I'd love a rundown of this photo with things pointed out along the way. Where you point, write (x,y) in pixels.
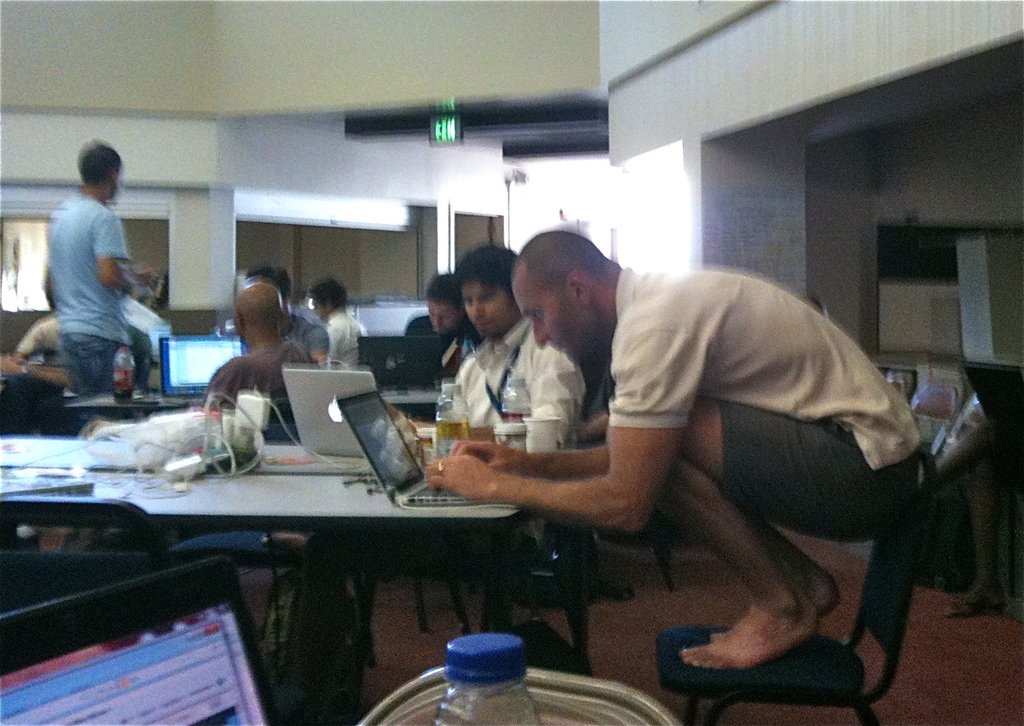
in the picture there is a room (220,414) in that room (273,233) people (661,346) are sitting on the chair (451,564) working with the laptop (412,347) which is present on the tables (372,472) which are in front of them a person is standing, on the table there are different items (368,441) present on it.
